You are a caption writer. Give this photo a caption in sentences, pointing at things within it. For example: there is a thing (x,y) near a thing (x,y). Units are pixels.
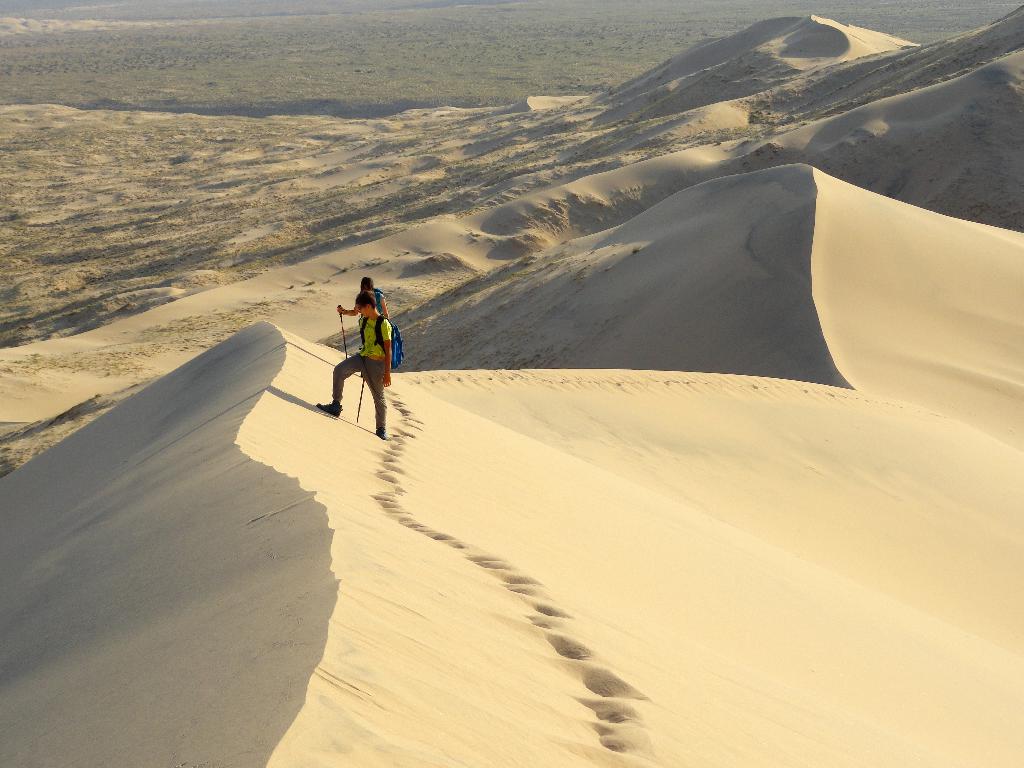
In the image there are two people (388,365) climbing the sand mountains (565,371).
